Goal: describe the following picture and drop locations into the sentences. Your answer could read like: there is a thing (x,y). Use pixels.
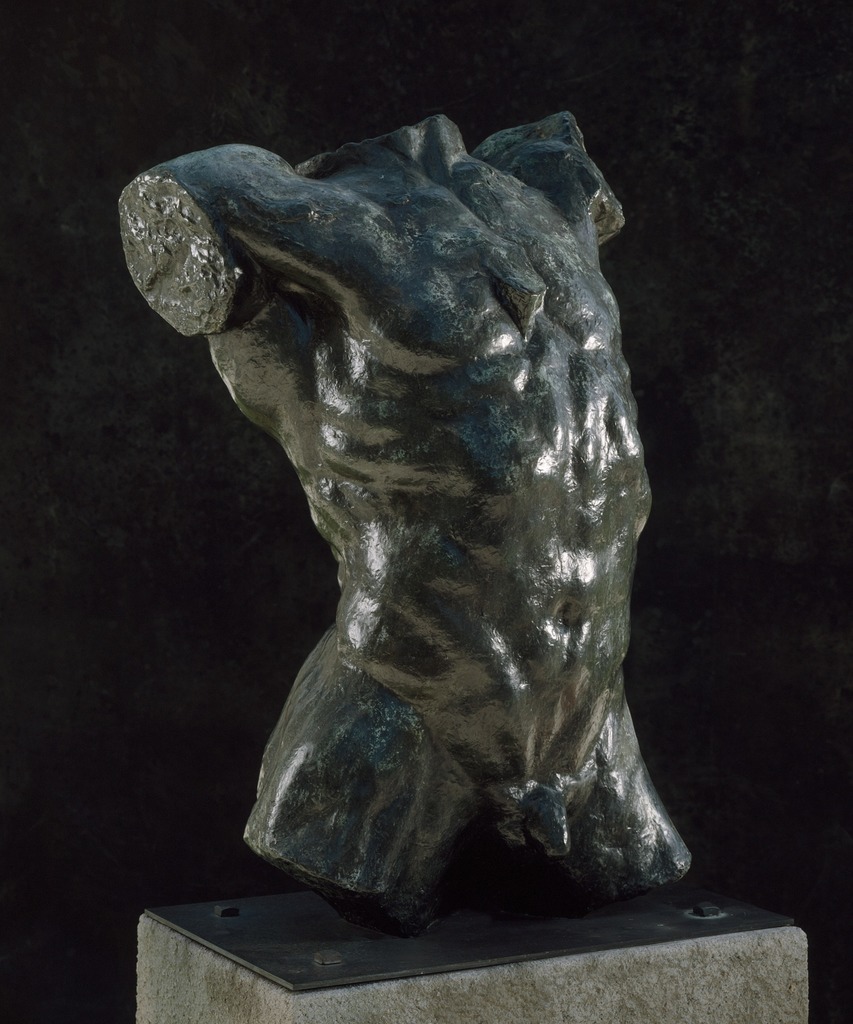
In this image we can see a sculpture (334,769). The background of the image (22,886) is dark.
